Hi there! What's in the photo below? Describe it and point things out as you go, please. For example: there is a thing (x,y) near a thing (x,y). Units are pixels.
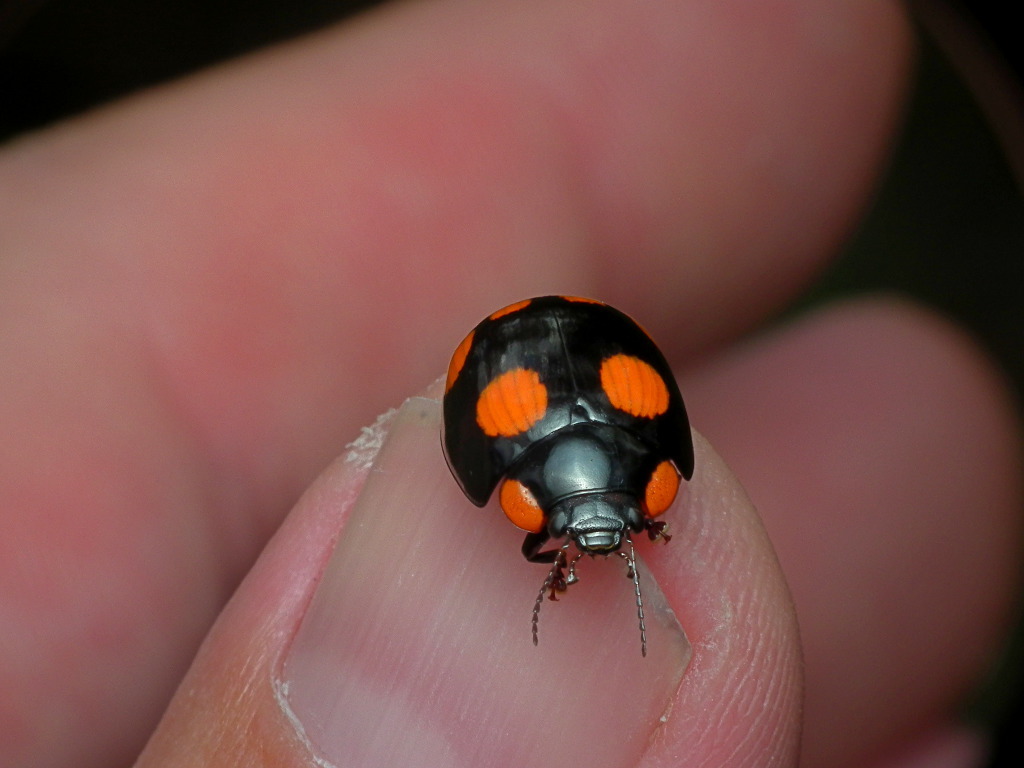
This image consists of a person's hand (579,614). On one finger (674,611) there is an insect (591,428). It is in black color.
